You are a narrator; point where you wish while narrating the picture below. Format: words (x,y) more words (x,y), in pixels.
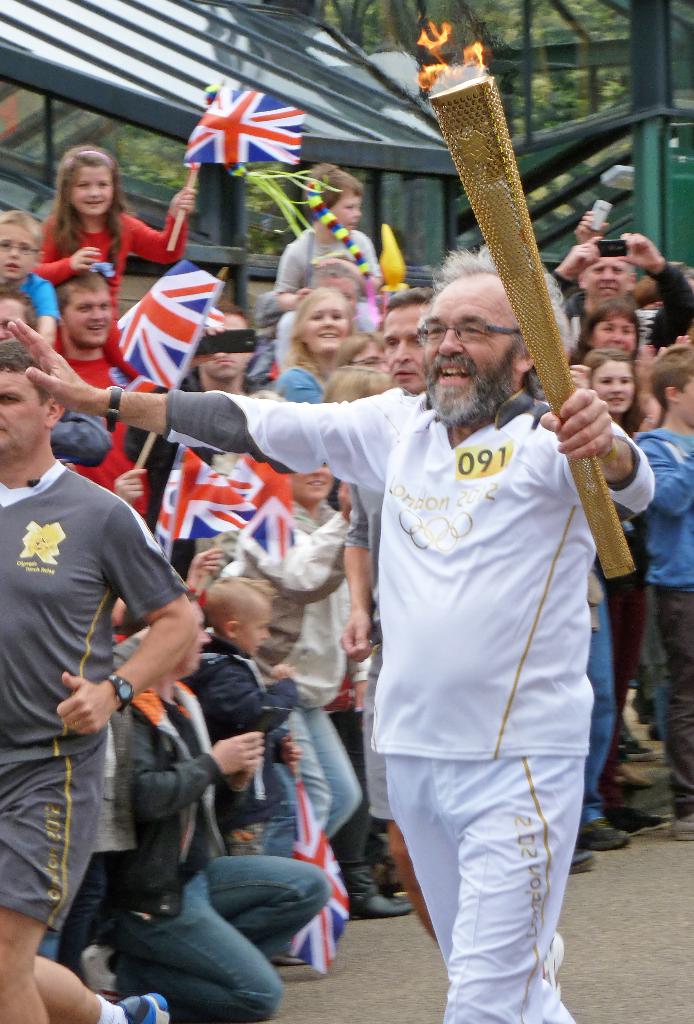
In this picture we can see a man (479,705) in the white t shirt (450,548) and he is holding an olympic torch (506,281). Behind the man (464,632) there are groups of people (147,507) and an architecture (195,256). Some people (167,251) holding the flags (156,308). Behind the architecture (332,155) there are trees (143,150).
